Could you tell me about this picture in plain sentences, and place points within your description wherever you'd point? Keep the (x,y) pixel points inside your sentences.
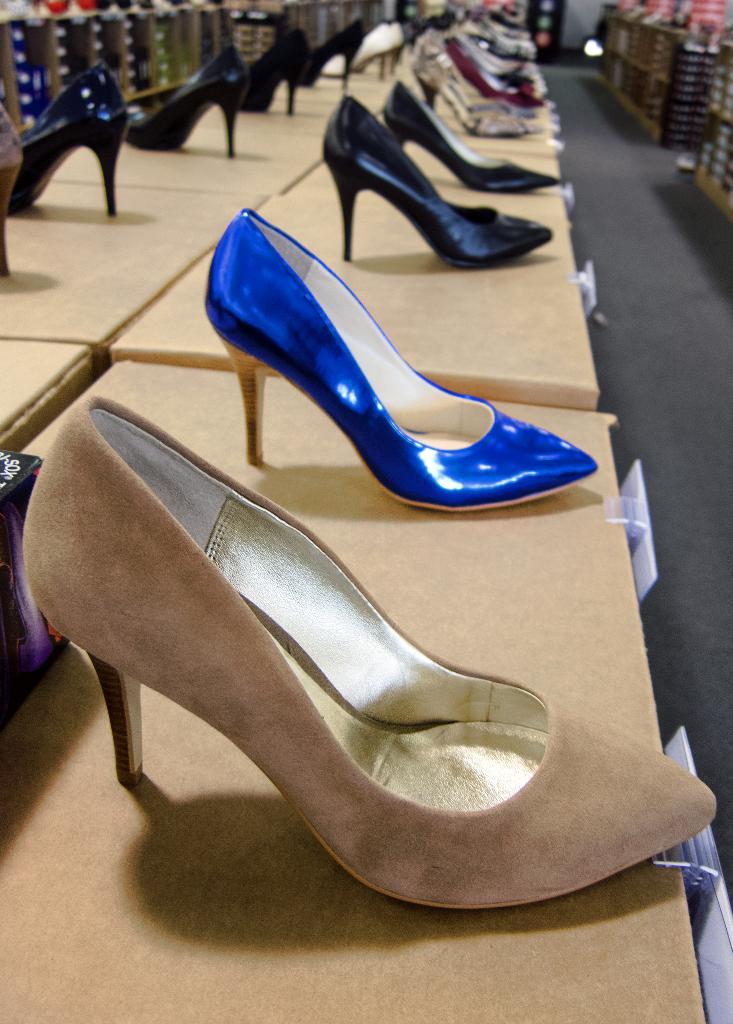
In this picture we can see footwear (448,45) and blurry background (578,145).
